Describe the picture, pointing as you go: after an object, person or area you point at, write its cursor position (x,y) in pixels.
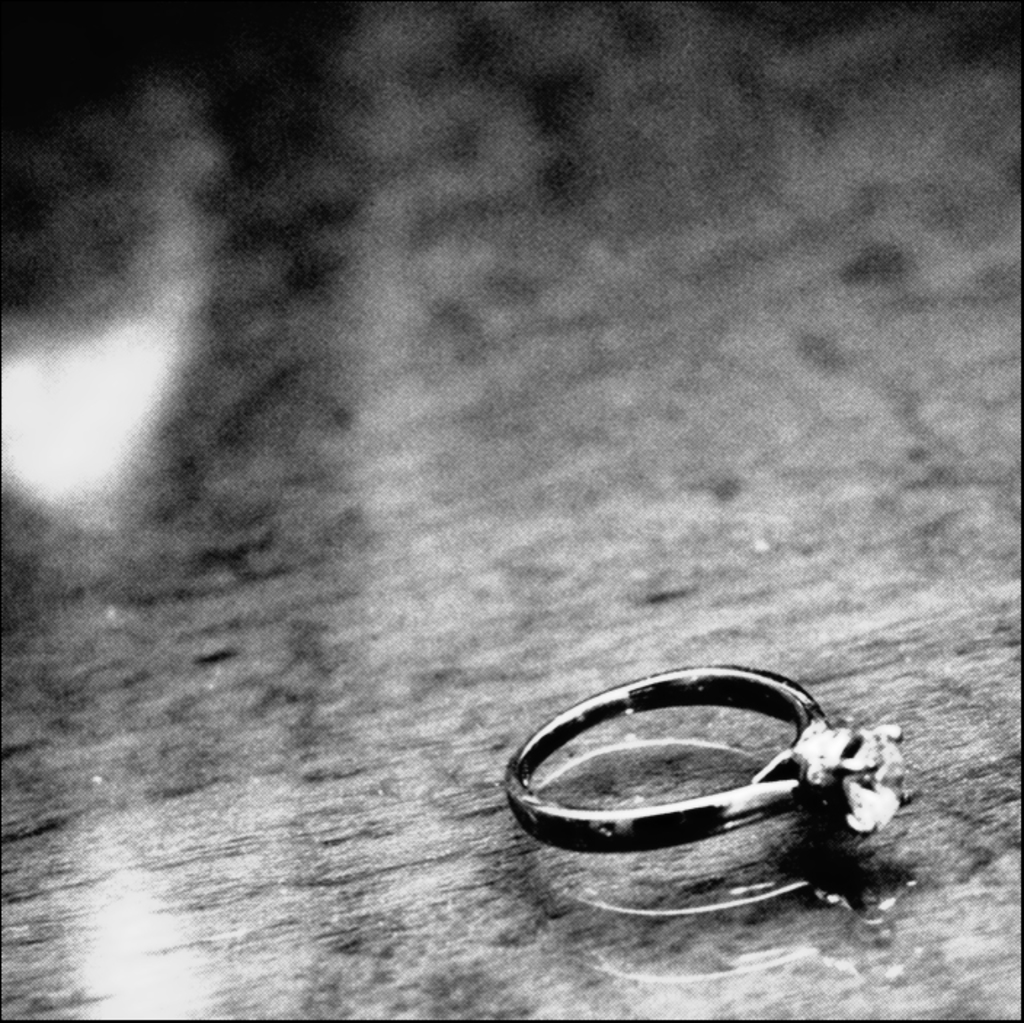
In this image I can see a ring (616,829) on the surface (537,879) and I can see this is a black and white image.
